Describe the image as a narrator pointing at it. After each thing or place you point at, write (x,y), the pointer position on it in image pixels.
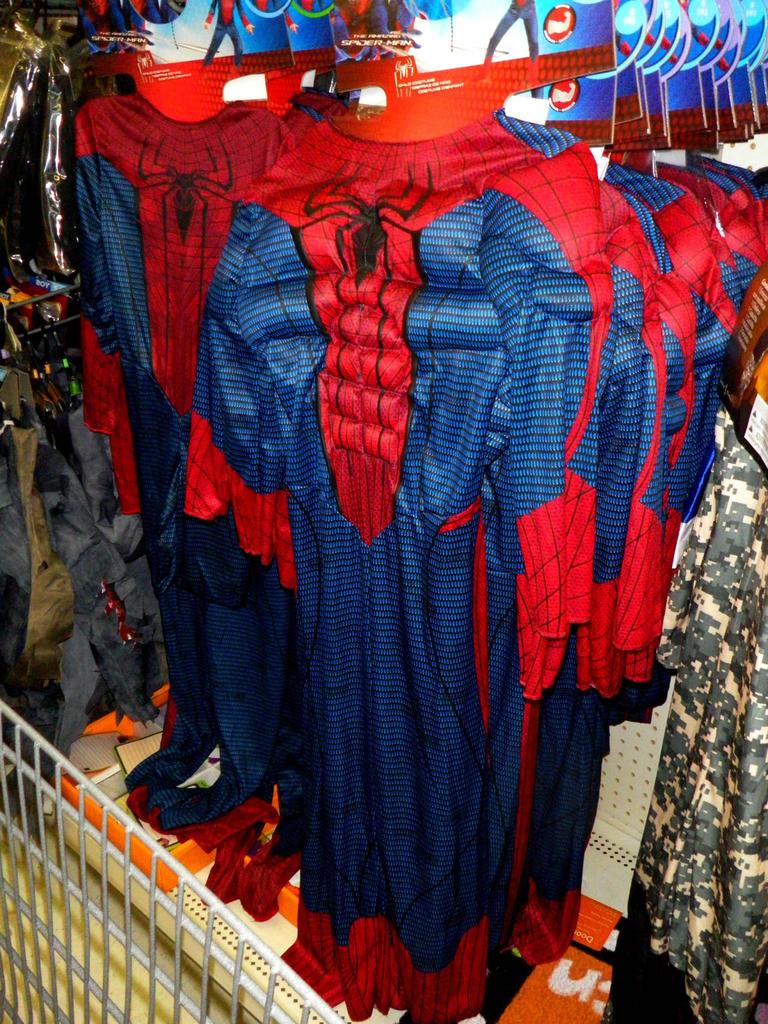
In this picture, we see the spiderman costumes (474,353) are hanged to the hangers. At the bottom (150,937), we see the railing (155,973). On the left side (65,600), we see the clothes (47,494) in grey and black color. On the right side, we see the clothes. At the top (401,32), we see the boards (555,43) in blue and red color.
